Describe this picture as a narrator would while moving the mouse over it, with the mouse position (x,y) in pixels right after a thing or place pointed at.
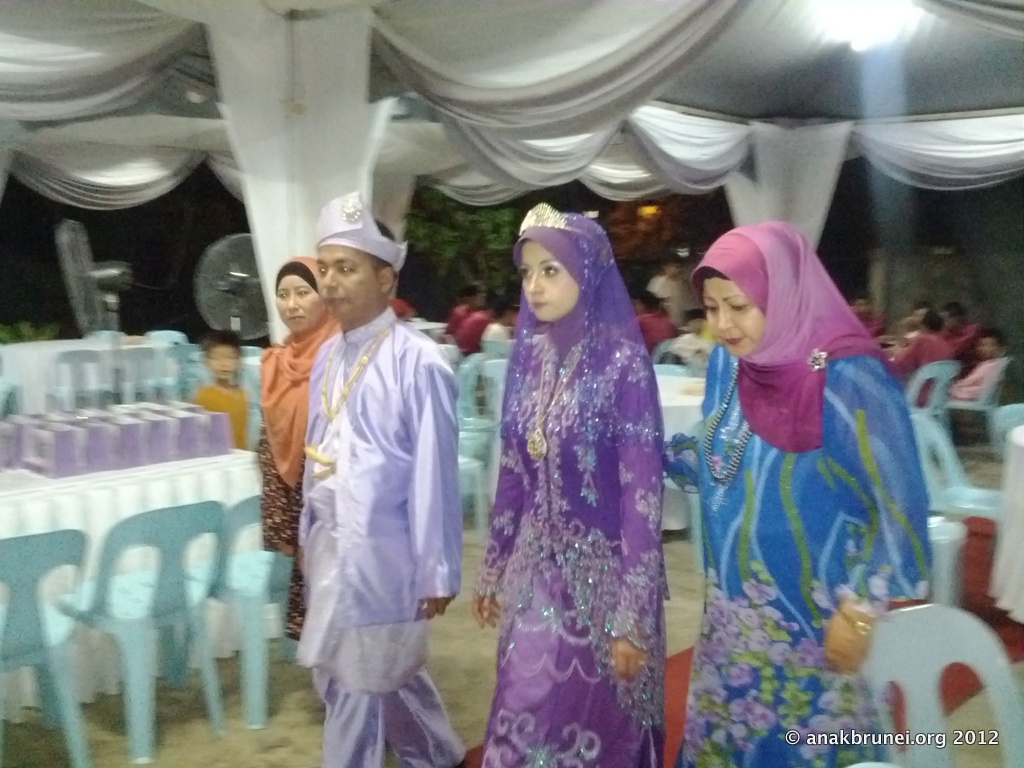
In this picture we can see group of people (575,506), few are sitting on the chairs (912,396) and few are standing, beside them we can see few chairs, tables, fans (207,284) and curtains (383,206), in the bottom right hand corner (866,742) we can find some text (871,734).
